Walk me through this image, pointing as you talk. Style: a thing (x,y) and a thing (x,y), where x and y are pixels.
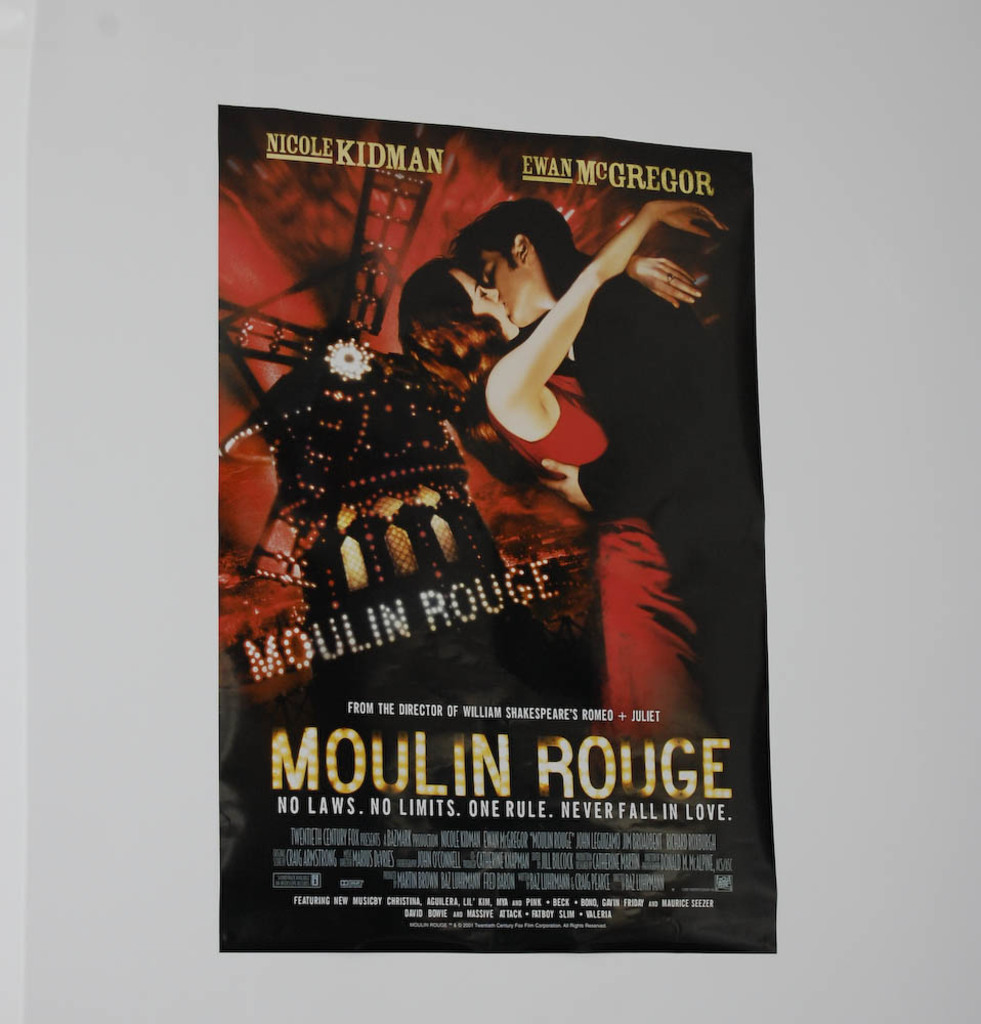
In the center of this picture (579,494) we can see a poster (735,687) attached to the wall (188,146) and we can see the text (541,899) and the pictures (589,378) of two persons (625,537) and we can see the picture (399,472) of a windmill (351,428) and some other objects (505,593).
